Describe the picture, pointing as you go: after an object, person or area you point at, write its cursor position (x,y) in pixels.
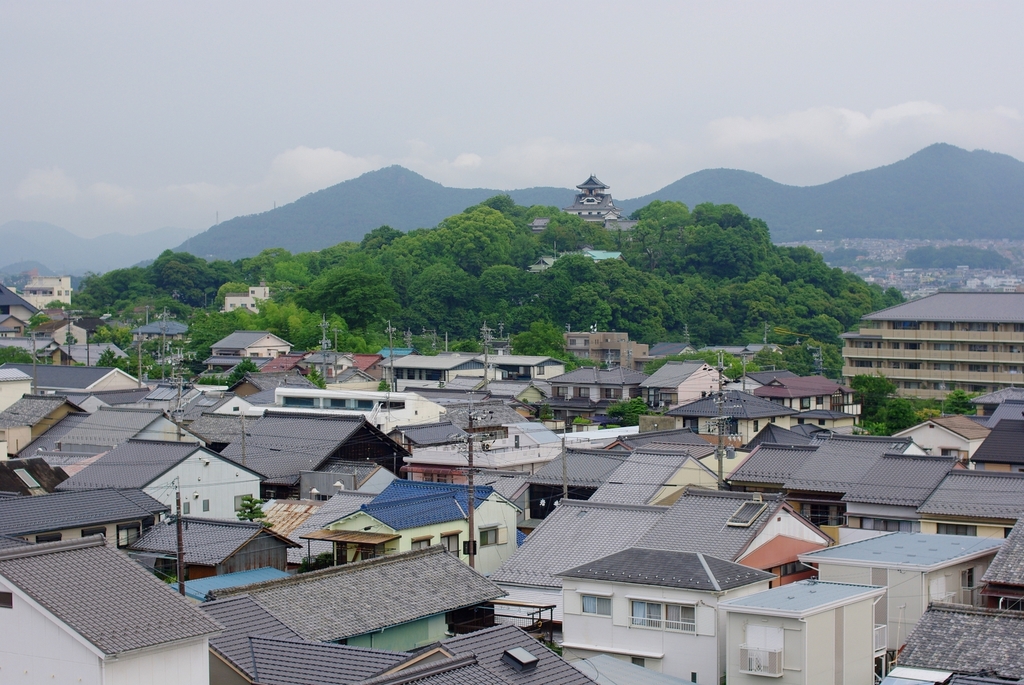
In this image, we can see buildings (428,503), trees (727,288), houses (423,354), poles (469,425) along with wires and we can see hills (760,183). At the top (437,89), there is sky (465,102).
